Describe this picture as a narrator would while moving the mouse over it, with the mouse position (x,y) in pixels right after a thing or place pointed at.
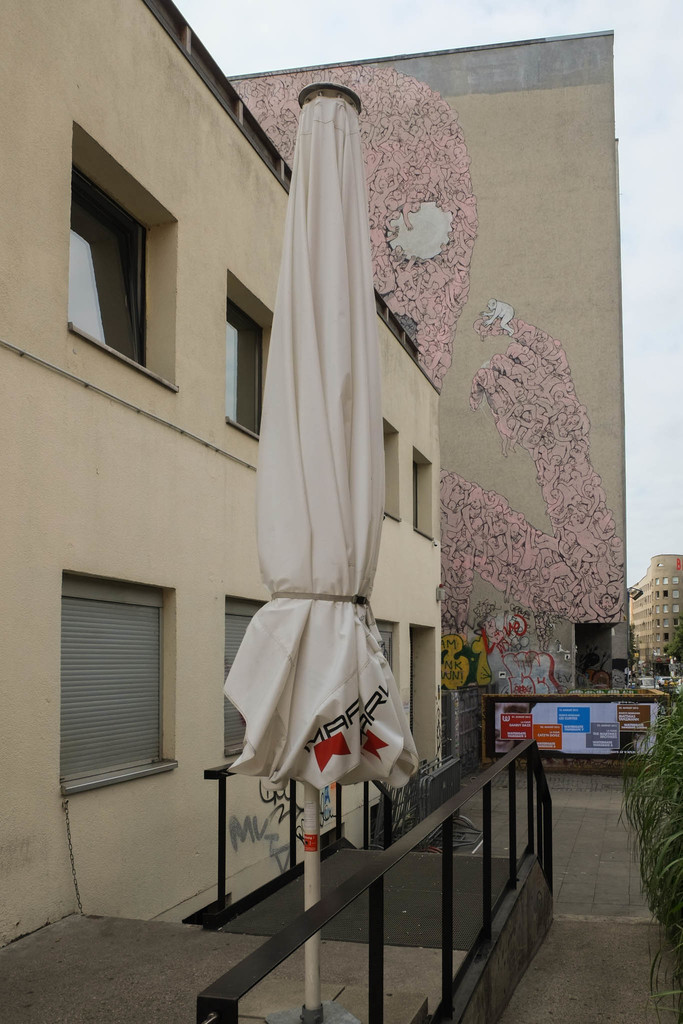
This image consists of a building (30,575) along with windows (107,618). In the background (547,450), there is a big wall (476,504) on which there is a painting (549,545). In the middle (349,456), there is an umbrella (291,339). At the bottom (578,982), there is ground (573,903). To the right (642,844), there are plants (642,863).
